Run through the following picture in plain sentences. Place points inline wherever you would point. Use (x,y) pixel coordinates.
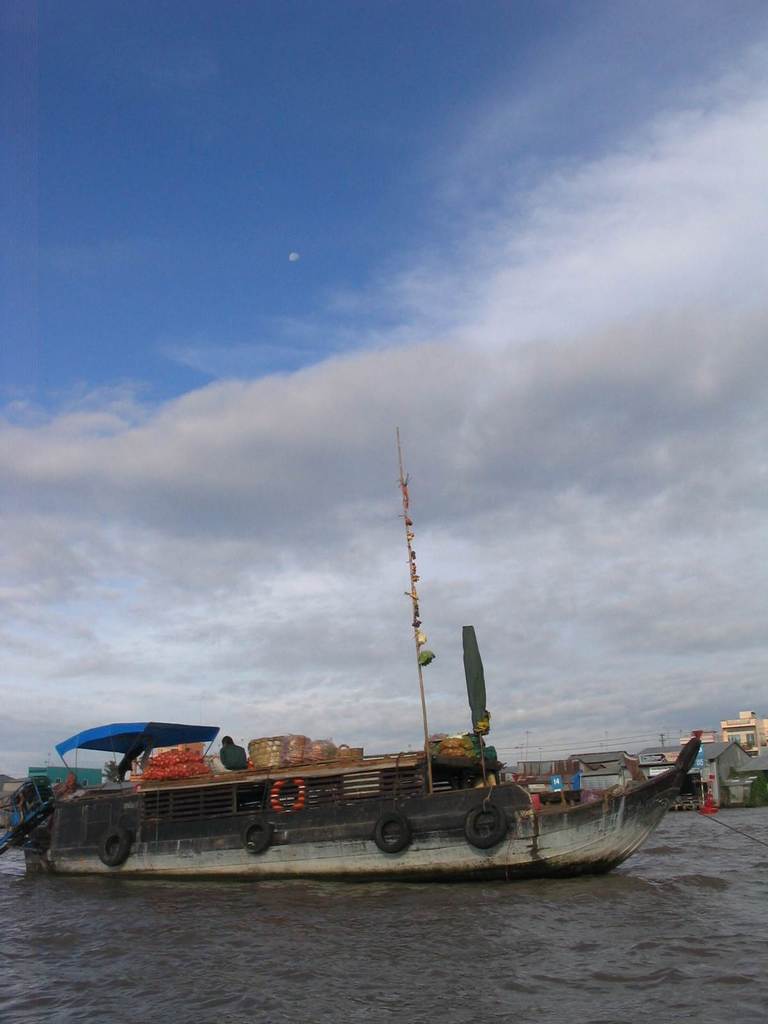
In this picture there is a person (237,757) sitting on a boat (281,799) on the water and we can see basket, pole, cloth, tyres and objects (330,757). In the background of the image (706,759) we can see houses (723,754) and sky (353,559).
